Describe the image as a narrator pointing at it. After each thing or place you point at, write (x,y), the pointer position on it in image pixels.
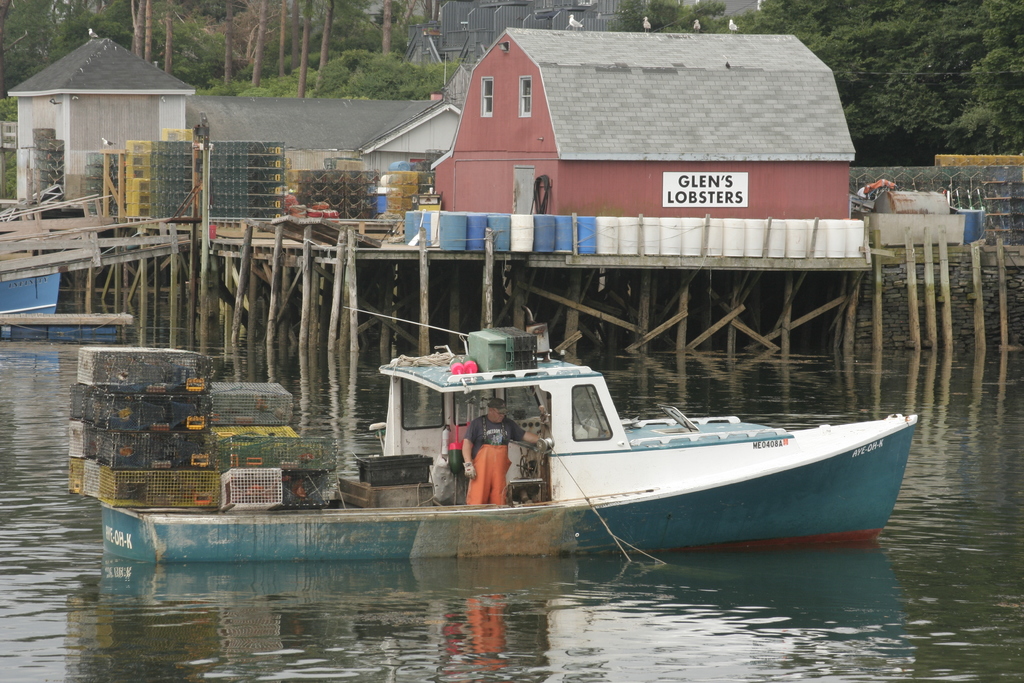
In this image, we can see water (752,554), there is a boat (499,547) on the water (335,570), we can see a person (485,467) standing in the boat (463,481). We can see homes (154,117) and some trees (342,91).
